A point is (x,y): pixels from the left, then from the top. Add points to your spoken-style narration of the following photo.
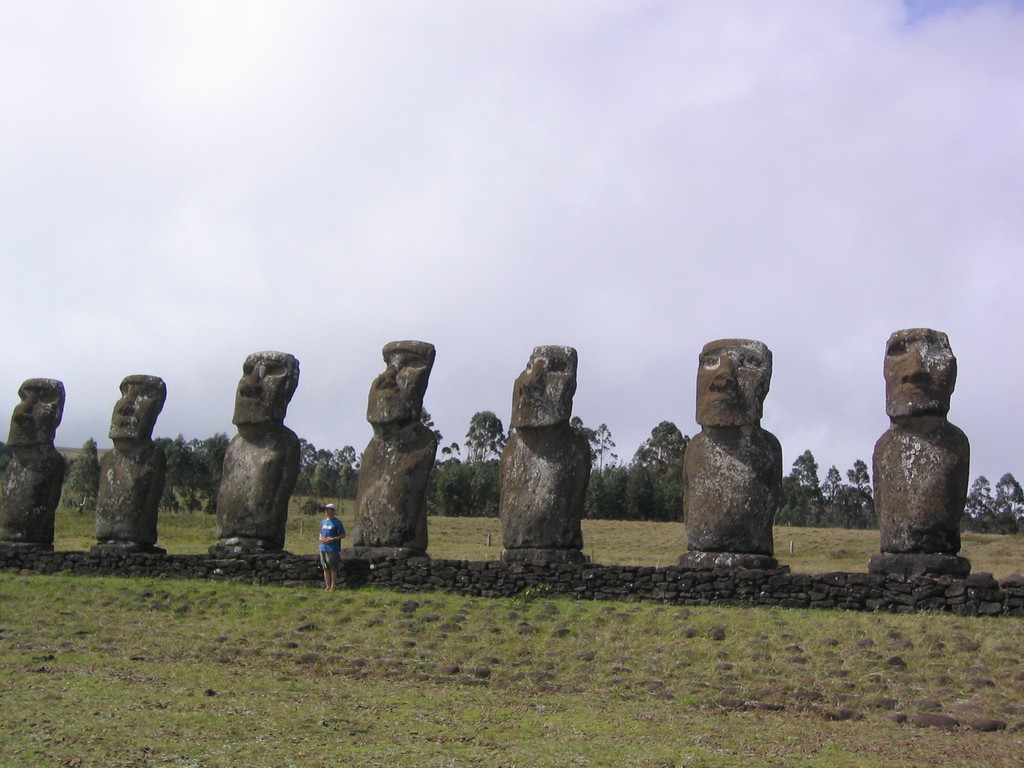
In this image there is a grassland (688,749), in the background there are sculptures (889,464), near the sculptures (895,475) a man (328,552) standing and there are trees (203,449), and the sky (129,305).
